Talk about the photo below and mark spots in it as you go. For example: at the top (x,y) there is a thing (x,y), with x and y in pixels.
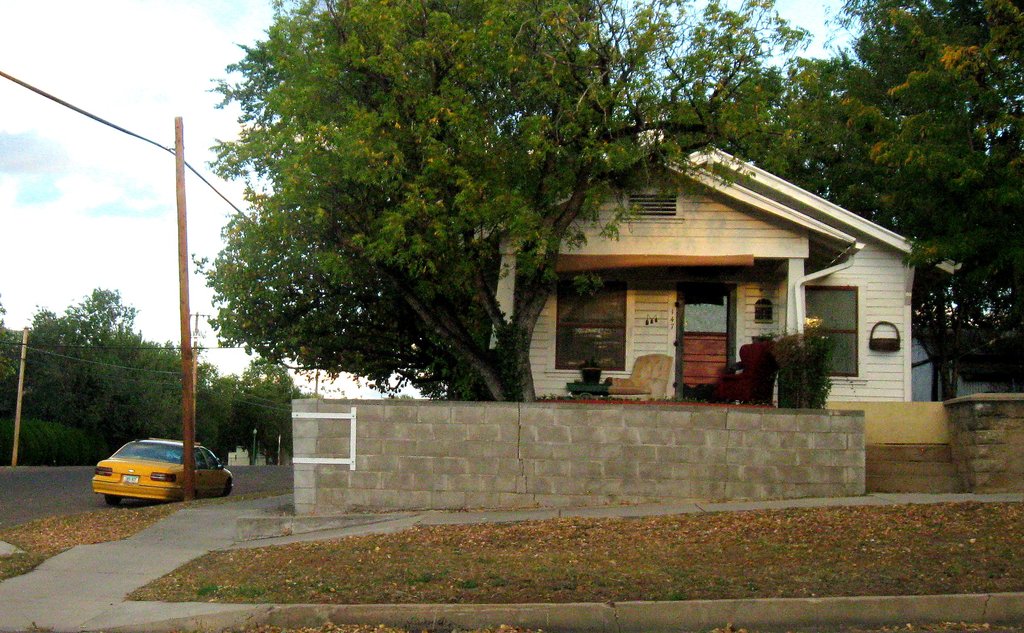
This image is taken outdoors. At the top of the image (158,45) there is the sky (147,63) with clouds (182,106). At the bottom of the image (244,576) there is a ground (424,628) with grass (552,569) on it and there are many dry leaves (744,548) on the ground (732,552). There is a road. On the left side of the image (75,374) there are many trees (129,384) and there are a few poles (255,430) and a car (143,458) is parked on the road (65,477). On the right side of the image (768,256) there is a house (703,268) with walls (641,317), windows (818,292), a roof (839,209) and a door (698,304). There is a couch (639,378) and there are a few plants (798,372) in the pots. There are a few trees (453,129) with leaves (388,140), stems (480,91) and branches (938,207).
